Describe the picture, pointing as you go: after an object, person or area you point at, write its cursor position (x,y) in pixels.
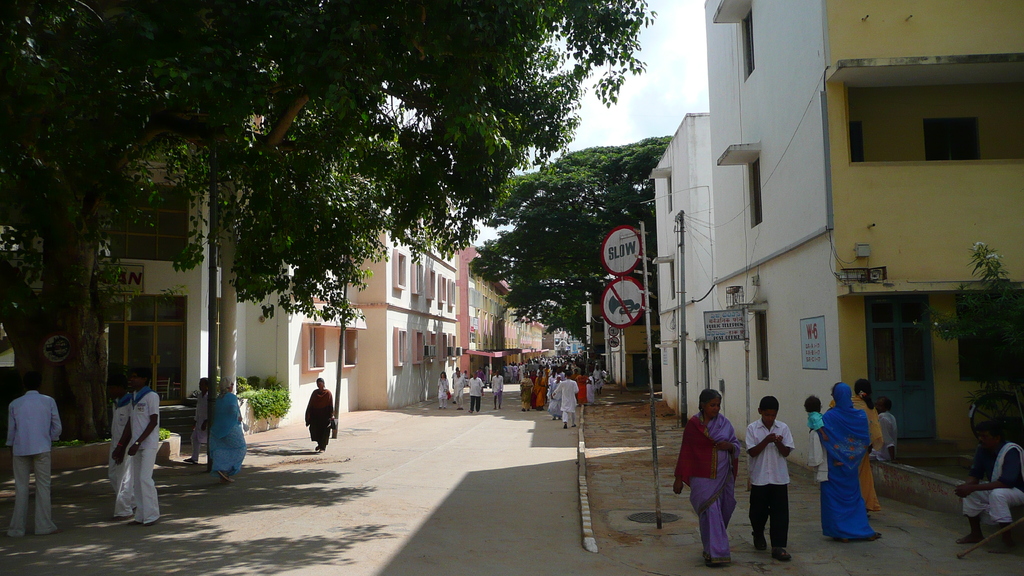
In this image, we can see people (205,398) on the road (297,515) and in the background (741,274), there are trees (241,59), buildings (727,276), poles (648,288) along with wires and there are boards (629,263) and some plants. At the top (625,109), there is sky (678,61).
